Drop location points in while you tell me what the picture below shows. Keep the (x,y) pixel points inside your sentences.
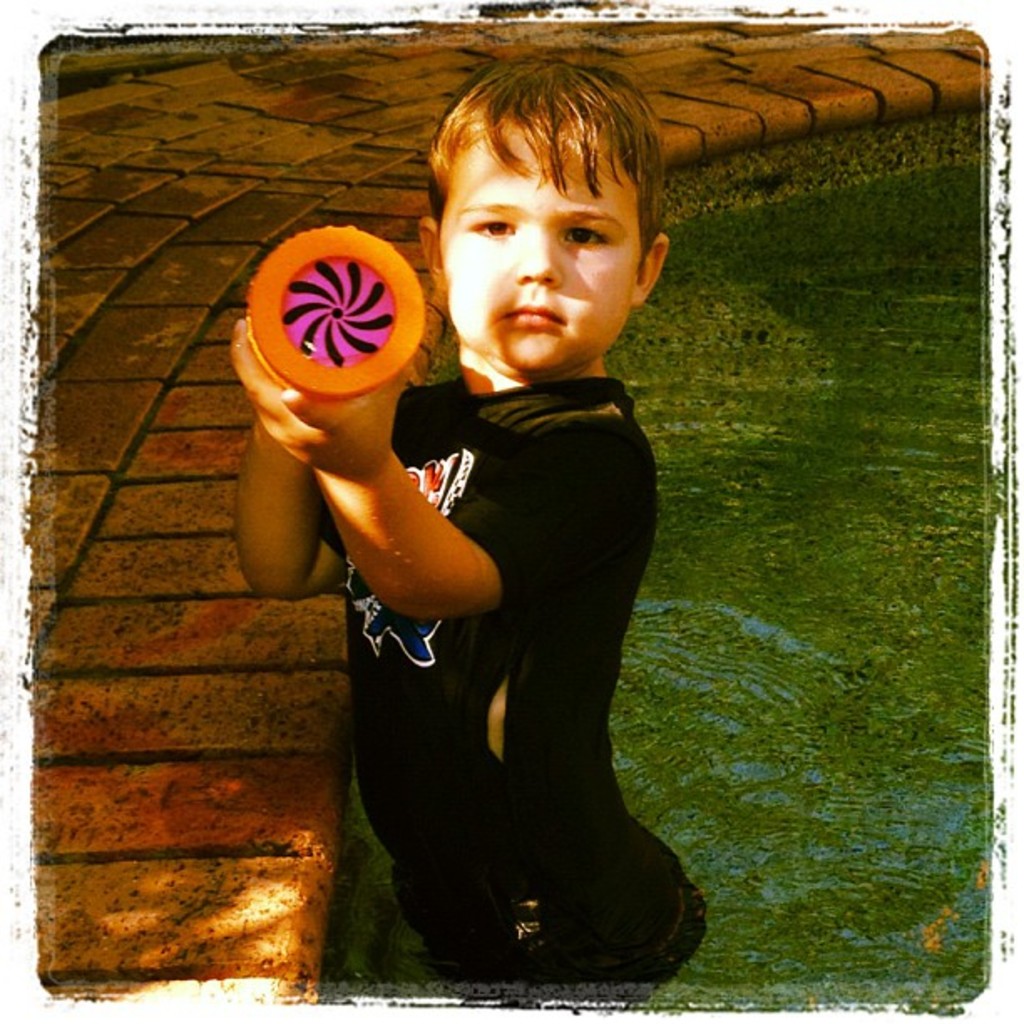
In this picture I can observe a boy (492,517) wearing black color T shirt (514,578). The boy (538,509) is in the water (779,683).
